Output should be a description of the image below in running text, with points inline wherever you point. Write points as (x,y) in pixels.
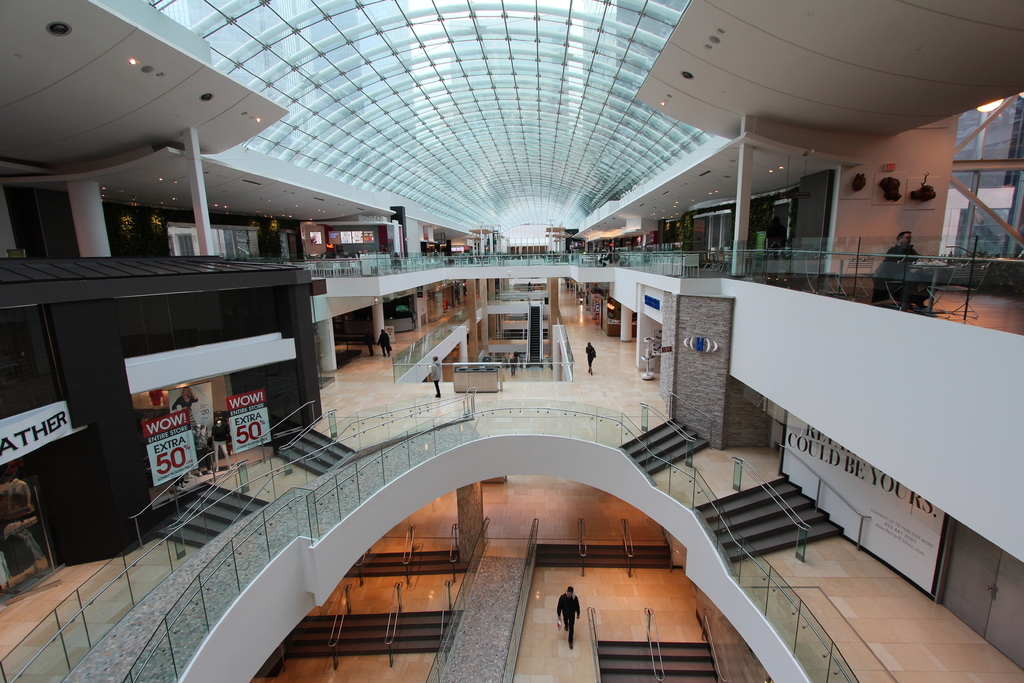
In the image we can see there is a building (485,462) in which people (566,616) are standing and there are banners (157,451) kept near the shop (209,437). People (893,268) are sitting on the chairs (968,292), in front of them there is a table (950,263). There are stairs (417,636), escalator (531,331) and there are lightings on the top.
